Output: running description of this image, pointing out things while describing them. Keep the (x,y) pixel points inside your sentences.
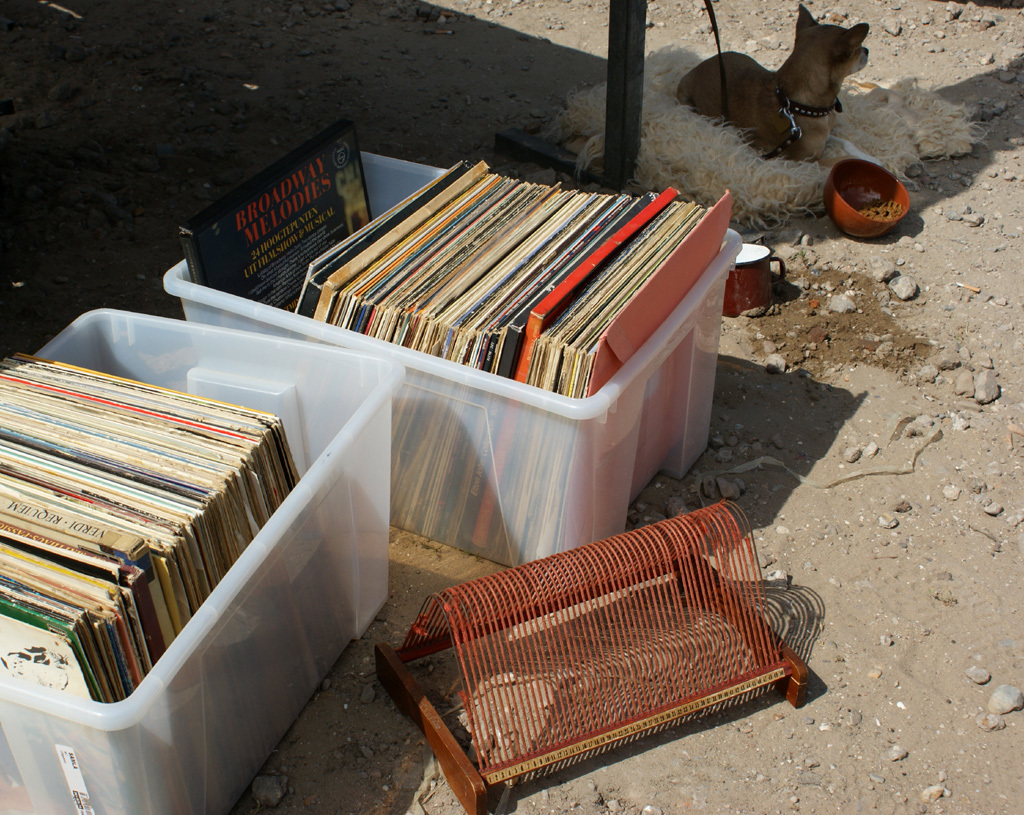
In the center of the image (514,405) there are records (448,348) in the box (602,507). There is a dog (827,43). At the bottom of the image (889,783) there is sand (906,776) and stones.
